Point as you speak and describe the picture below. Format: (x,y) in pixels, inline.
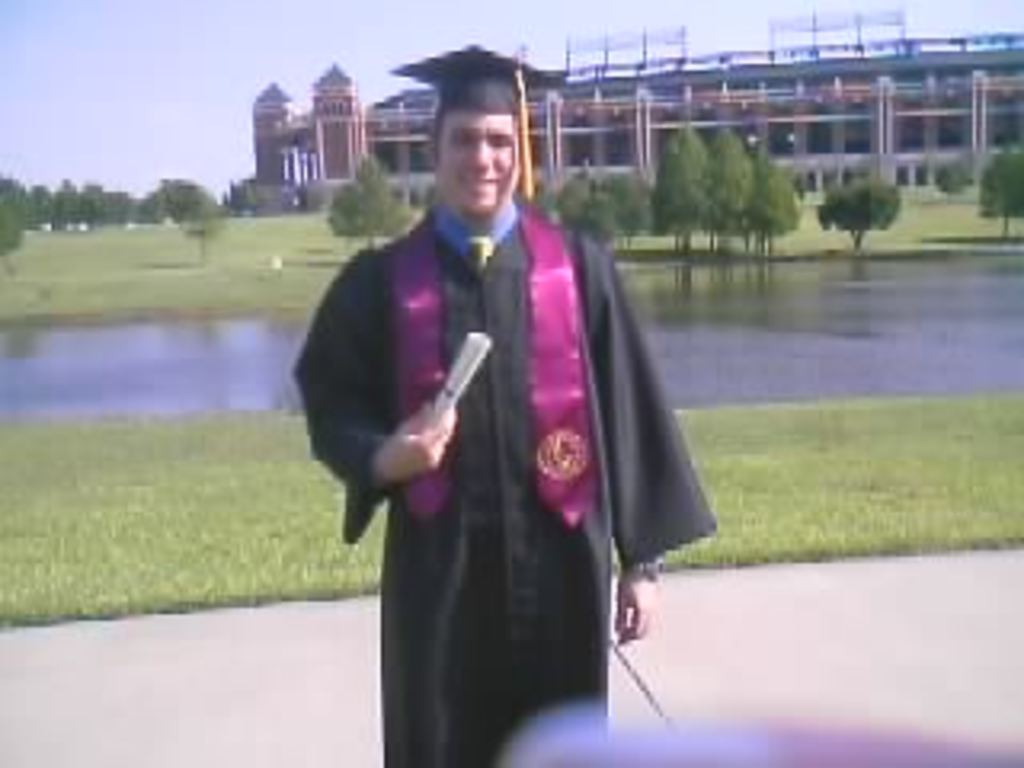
There is one man (418,515) standing and wearing a graduation gown (406,481) at the bottom of this image (526,611). We can see a surface of water (685,363), trees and a grassy land (876,442) in the middle of this image (680,287). We can see a building (742,106) at the top of this image (744,130) and the sky (268,78) is in the background (170,105).
